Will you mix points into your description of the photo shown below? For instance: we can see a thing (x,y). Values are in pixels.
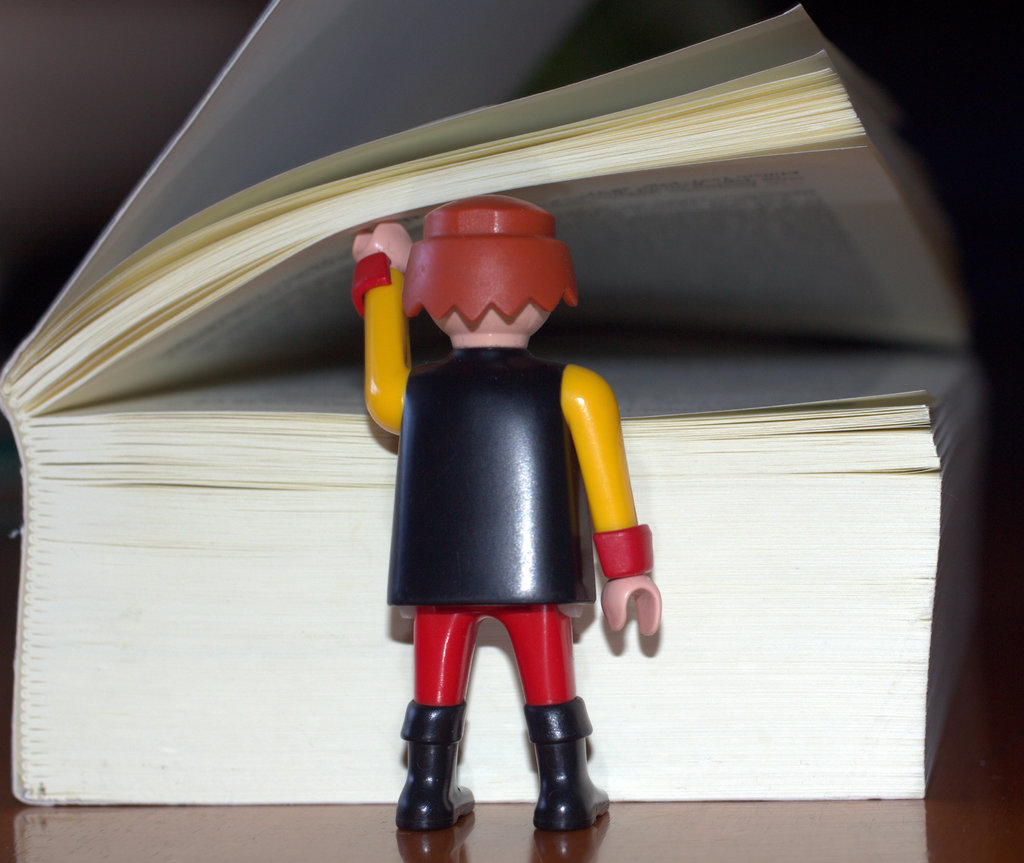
In this picture I can see a toy (500,577) and a book (752,421).
